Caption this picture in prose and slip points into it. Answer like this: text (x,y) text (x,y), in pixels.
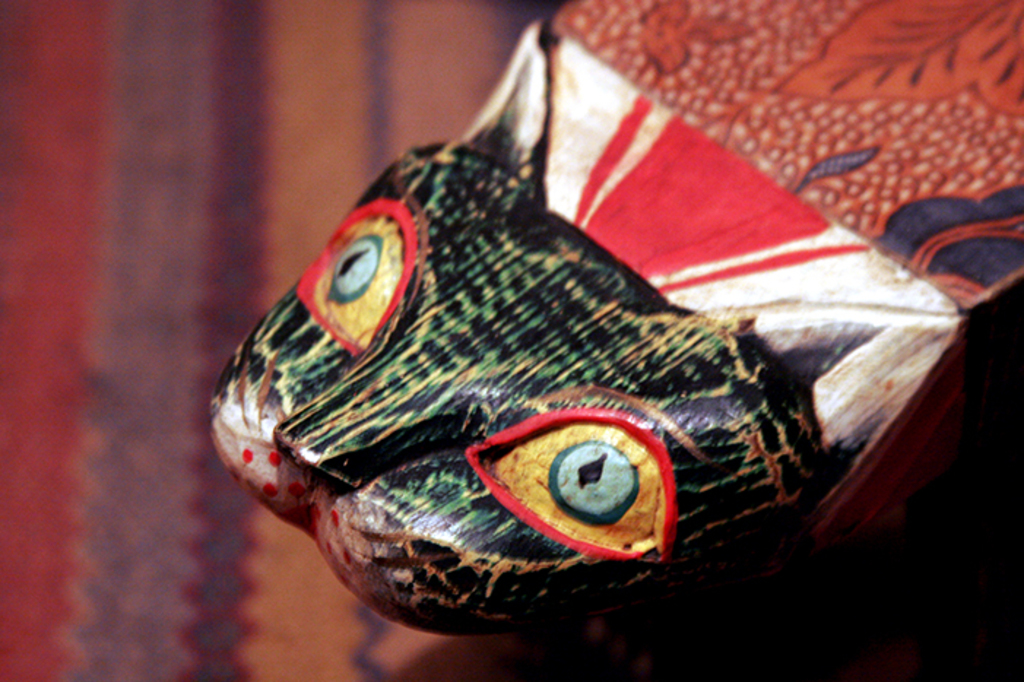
In this image, we can see an object (389,318) that looks like a cat (431,291). We can also see the ground (240,258).
